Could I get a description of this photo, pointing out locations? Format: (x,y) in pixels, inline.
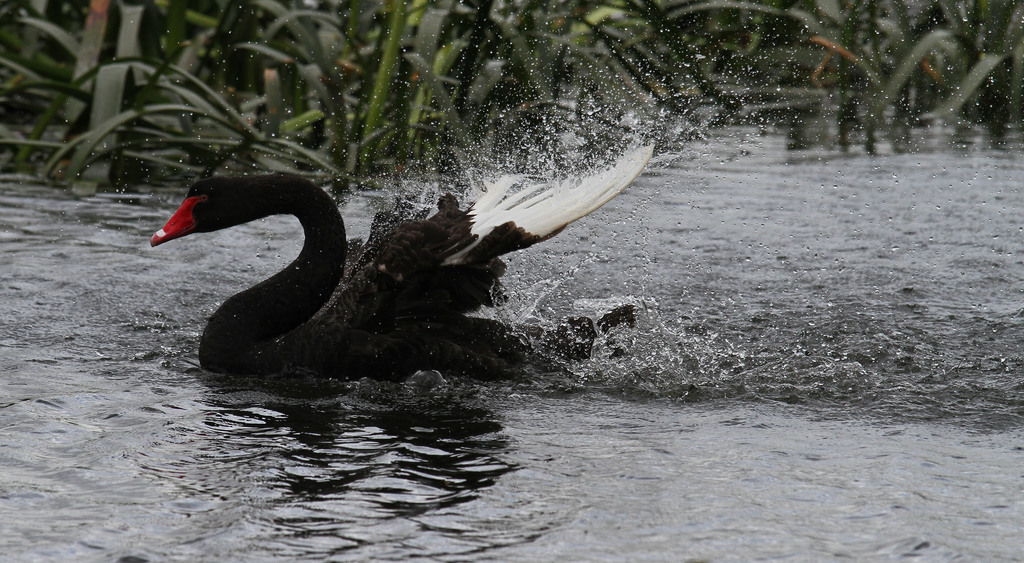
In this image I can see a swan (364,313) in the water (385,400). In the background (453,99), I can see the plants (582,76).
